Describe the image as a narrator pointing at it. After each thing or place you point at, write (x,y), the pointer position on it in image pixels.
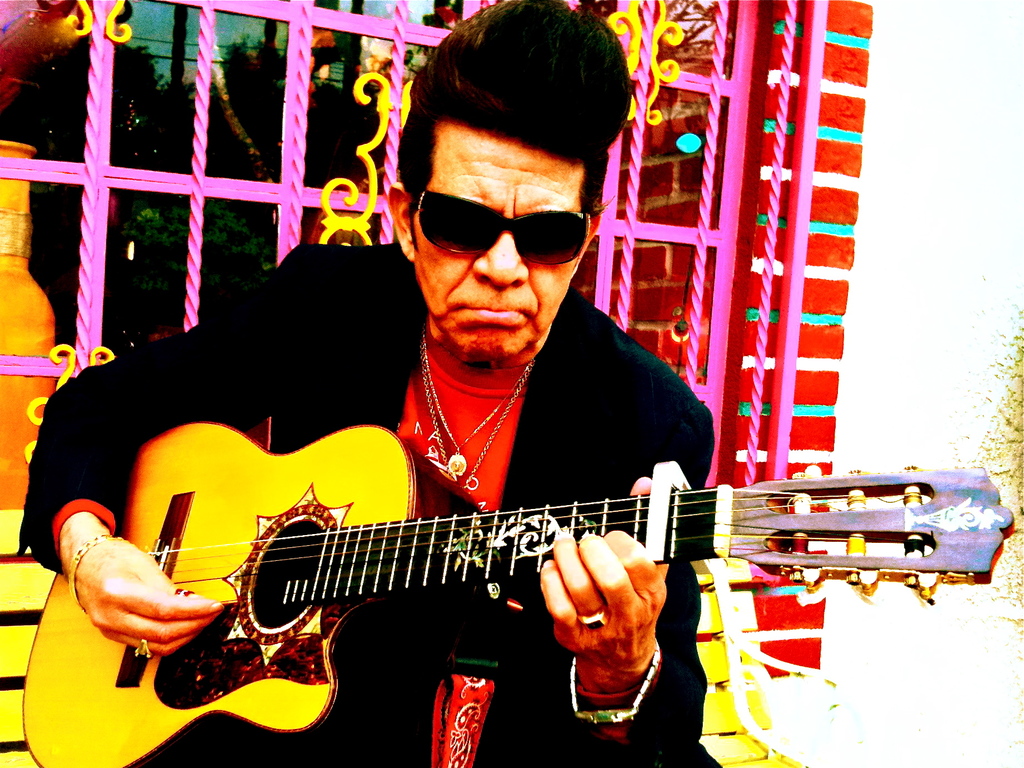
In this image i can see a person (365,336) holding a guitar (671,527). In the background (186,100) i can see a window (237,119) and trees (240,87).
